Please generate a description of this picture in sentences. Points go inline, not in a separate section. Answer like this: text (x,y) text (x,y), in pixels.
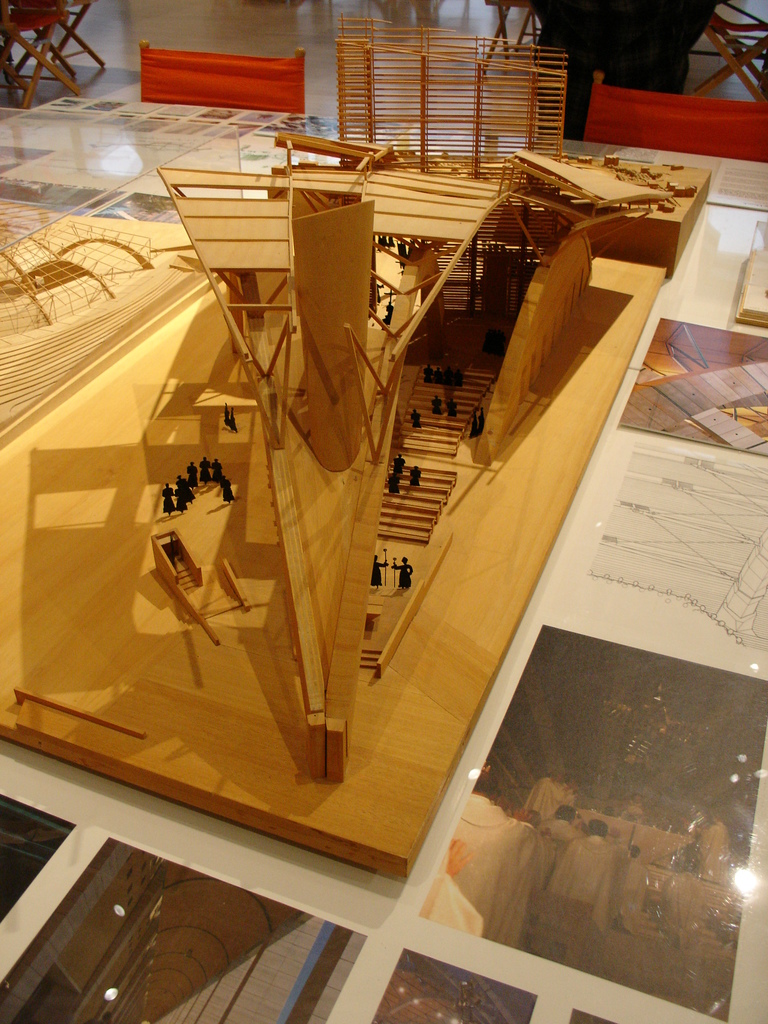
In this image there are figurines (221,464) on the wooden model (336,506), there are figurines (400,567) standing and holding objects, there are photos (617,812) on the table (628,626), there are objects (479,88) on the table (273,112), there is an object (29,20) truncated towards the left of the image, there is an object (731,60) truncated towards the right of the image (739,54).
